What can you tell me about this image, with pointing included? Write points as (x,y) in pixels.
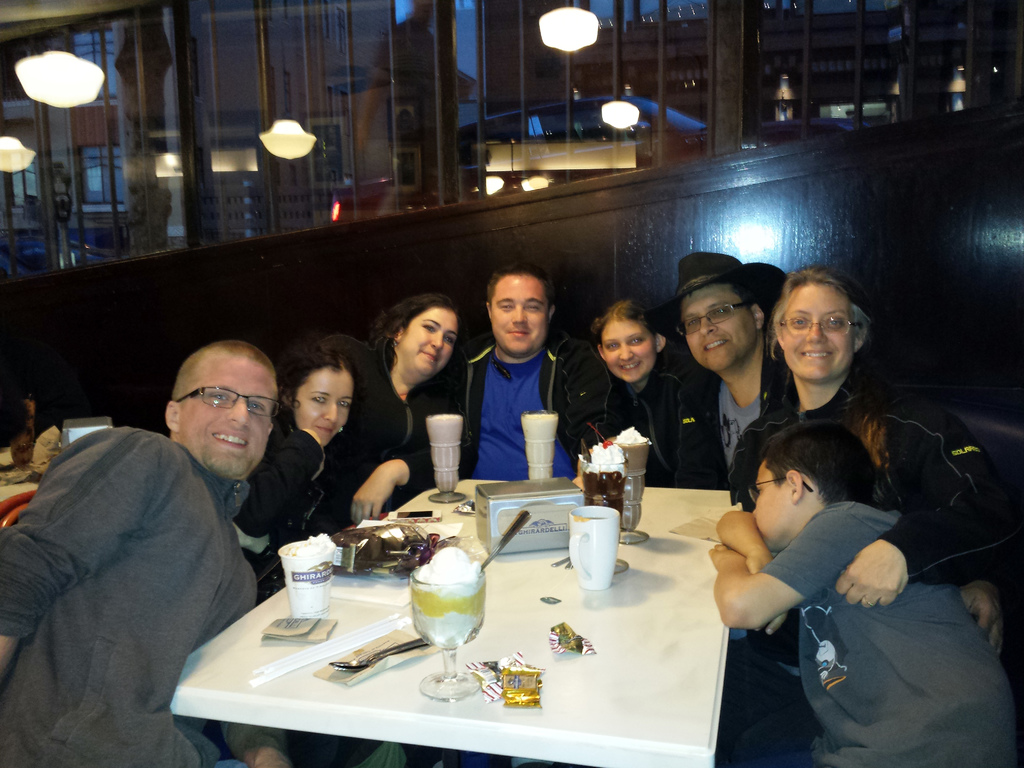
There are group of people (466,398) sitting in chairs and there is a white table (537,614) in front of them which has some eatables (473,577) on it.
